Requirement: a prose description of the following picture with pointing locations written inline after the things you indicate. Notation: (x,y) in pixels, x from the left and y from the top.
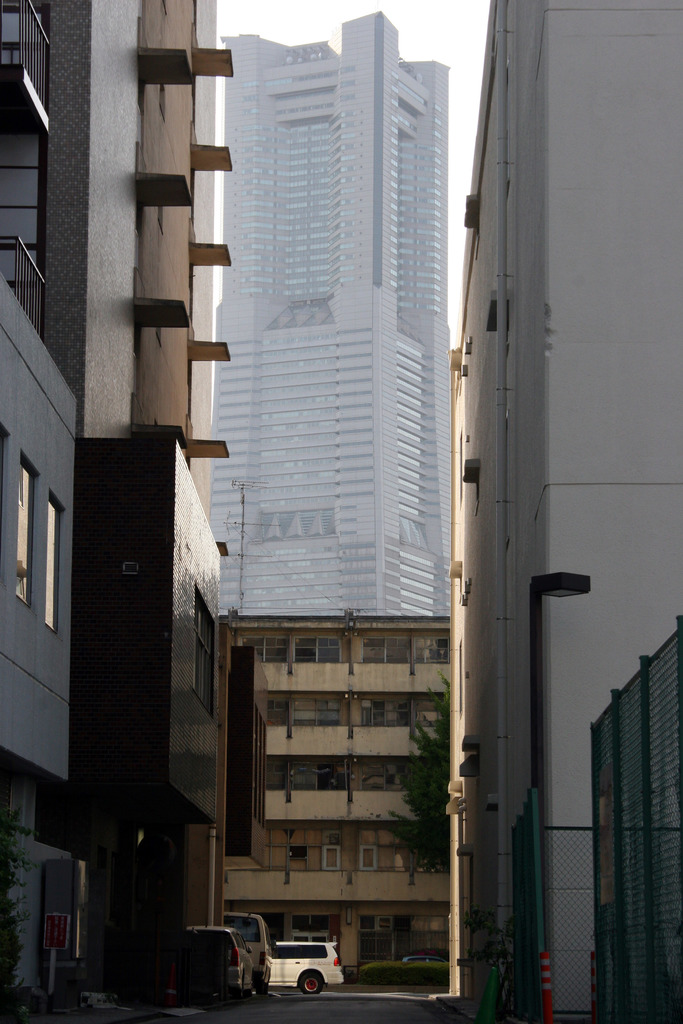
In this image, we can see some buildings (14,548) and there is a street (291,1007), at the middle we can see some cars (300,976).
